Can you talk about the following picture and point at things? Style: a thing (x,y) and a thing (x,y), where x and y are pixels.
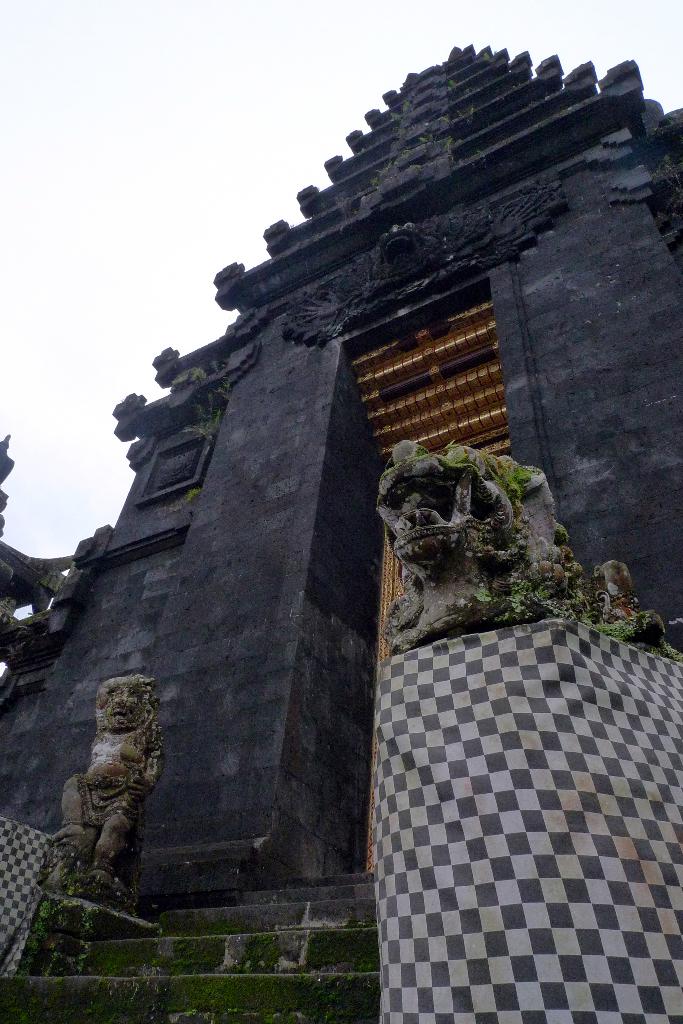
In this image, we can see a temple (100,642) with some sculptures (133,728). We can also see some statues (92,876) and some cloth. We can see some stairs (217,994) and the sky (237,135). We can also see some objects (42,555) on the left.
